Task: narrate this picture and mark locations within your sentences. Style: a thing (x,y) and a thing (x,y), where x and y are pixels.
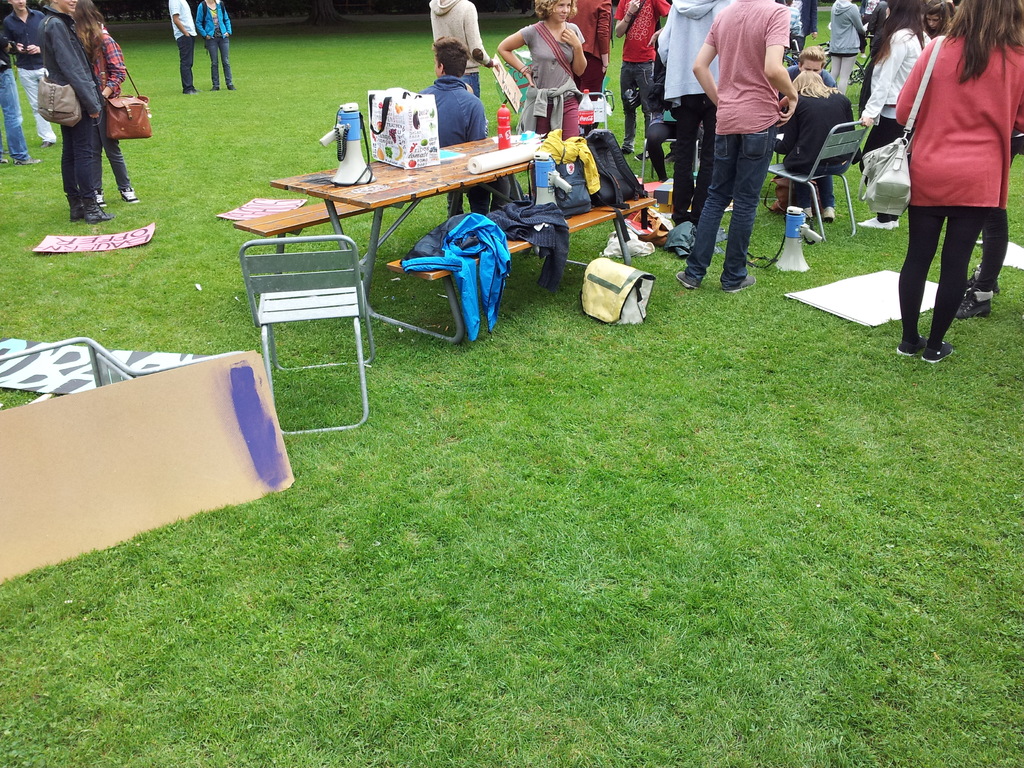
In this image in the center (384,317) there are some tables (368,193) and chairs (264,275), on the tables (381,190) there are some bags (412,164), papers (478,162), speaker (354,179) and some clothes (464,250). And also there are some people (794,118) who are sitting on chairs (852,137) and some people (647,42) are standing and some of them are wearing bags (125,118), at the bottom (313,583) there is a grass (976,447). On the grass (896,262) there are some bags (620,250), clothes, speakers (787,253) and some boards (232,412).
